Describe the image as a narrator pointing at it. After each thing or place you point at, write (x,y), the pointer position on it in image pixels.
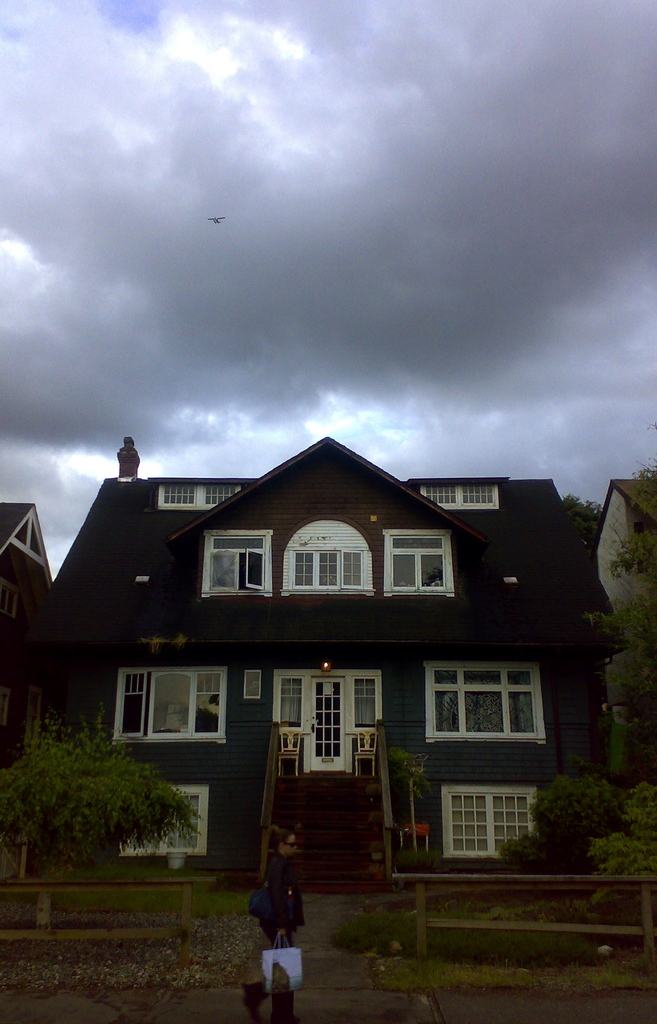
The woman (295,896) in front of the picture wearing black jacket (281,877) is holding a white plastic bag (292,969) in her hand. She is walking on the road (347,1011). Beside her, we see a wooden fence (423,916) and trees (104,833). In the background (380,736), we see a building (264,662) which is brown in color. At the top of the picture (292,169), we see the plane (222,219) flying in the sky (190,230). We even see the clouds (423,204).
